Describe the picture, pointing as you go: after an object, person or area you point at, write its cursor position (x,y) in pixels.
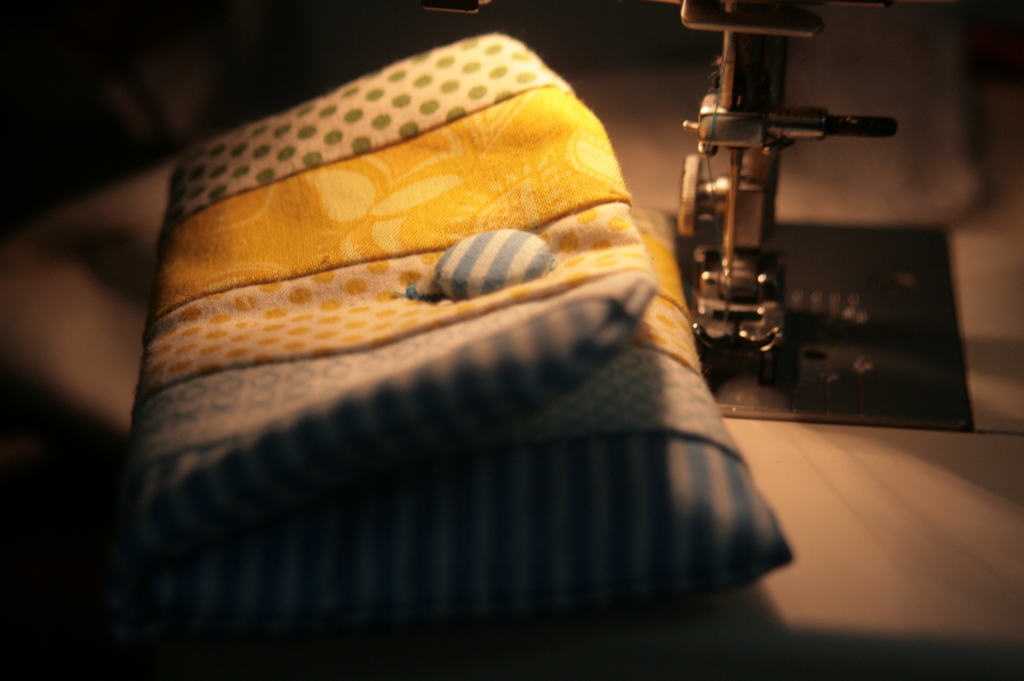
In this image in front (476,396) there is a pillow (523,380) and there is an object (745,198), which is on the black colour mat (881,380).
